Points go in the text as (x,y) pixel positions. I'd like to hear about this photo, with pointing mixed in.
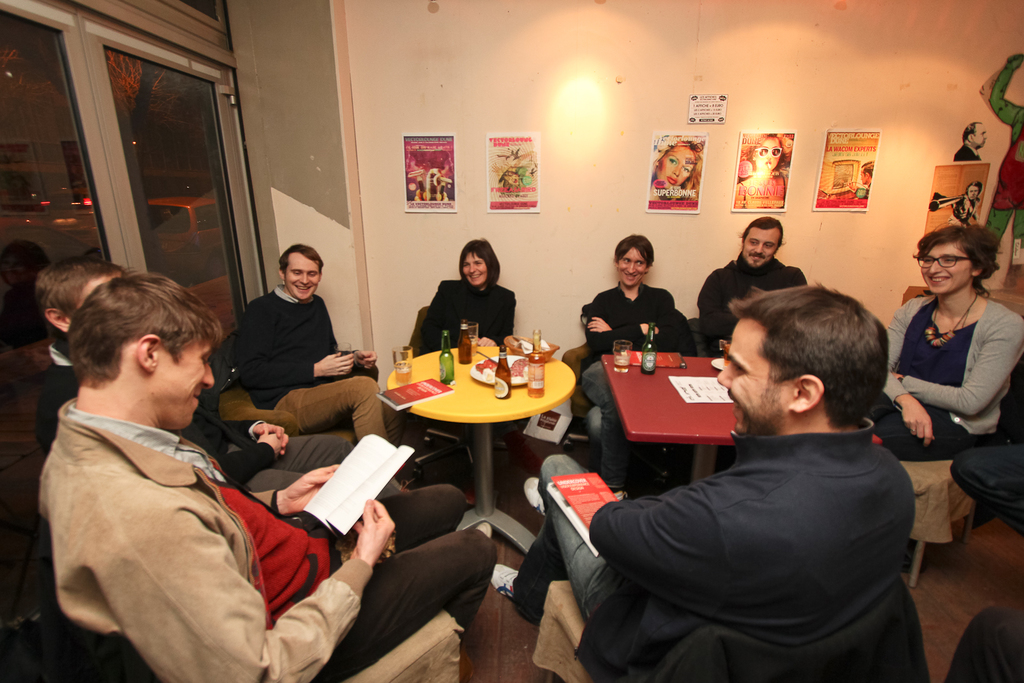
There are group of people (776,469) sitting on the chair (948,493). On the table (675,403) there is bottle (656,361) and a glass (623,351). On the wall (567,231) there are pamphlets (445,185) attached to it.
